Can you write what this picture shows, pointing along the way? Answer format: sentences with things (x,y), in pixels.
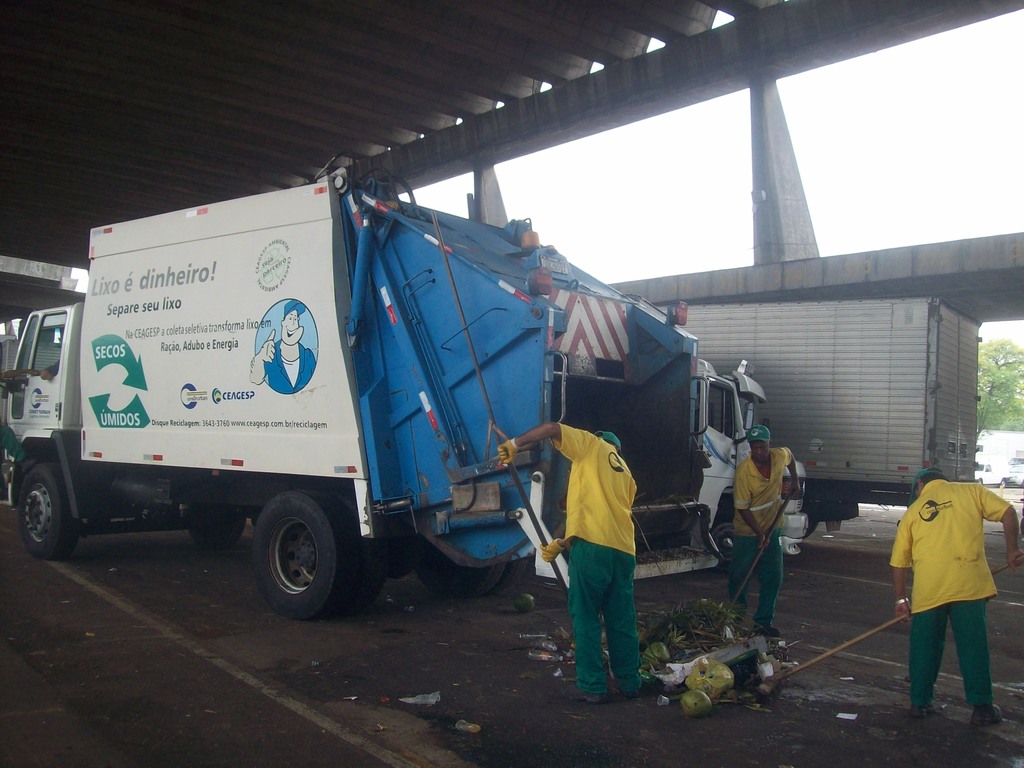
In this picture we can see vehicles (658,505) and three people (958,573) standing on the road (708,577), trees (993,380) and in the background (746,159) we can see the sky (839,117).
